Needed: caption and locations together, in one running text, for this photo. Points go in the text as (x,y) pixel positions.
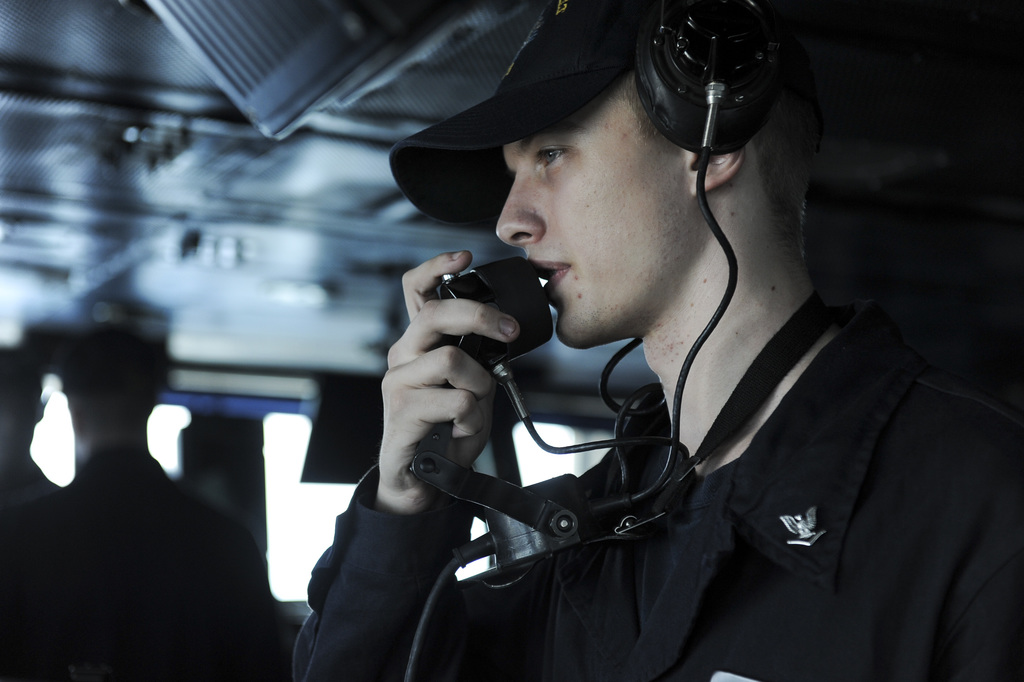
In this image a person (402,552) is standing and holding a mic (532,296) in his hand (472,419) and wearing a cap (519,131) on his head (586,107). At the top of the image (111,94) there is a roof (116,185).
